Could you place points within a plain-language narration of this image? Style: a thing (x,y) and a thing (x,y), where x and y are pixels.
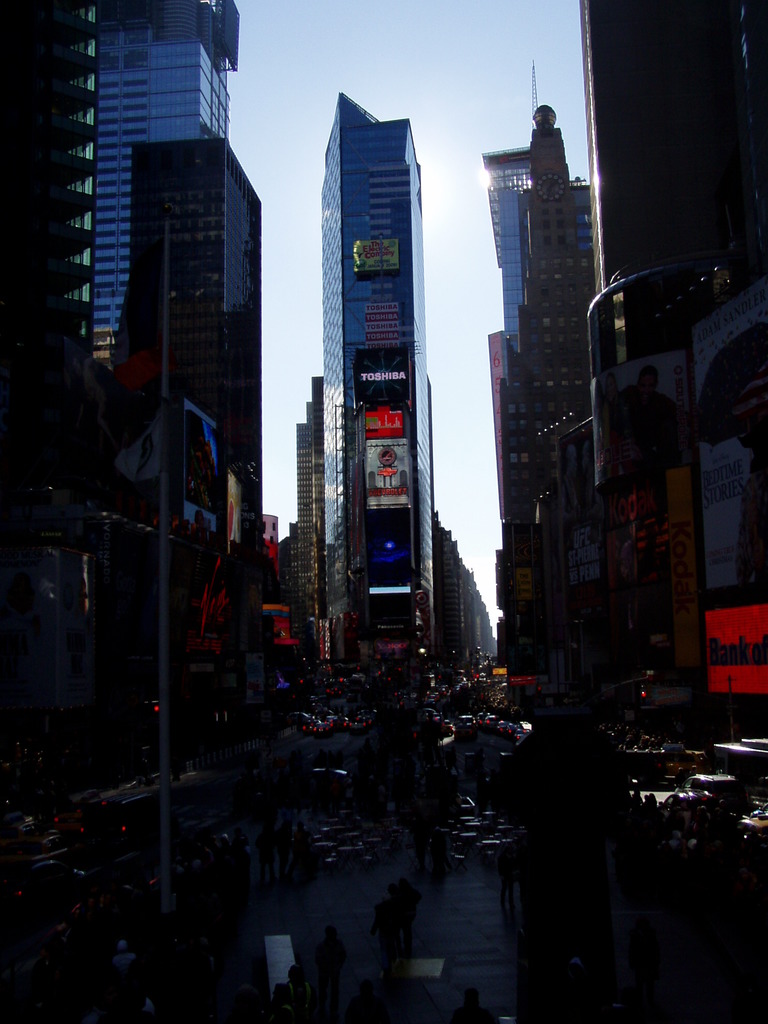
In the picture I can see buildings (465,600), vehicles (483,722) on the road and some other objects (318,844) on the ground (438,972). In the background (449,461) I can see the sky (453,461). This image is little bit dark.
